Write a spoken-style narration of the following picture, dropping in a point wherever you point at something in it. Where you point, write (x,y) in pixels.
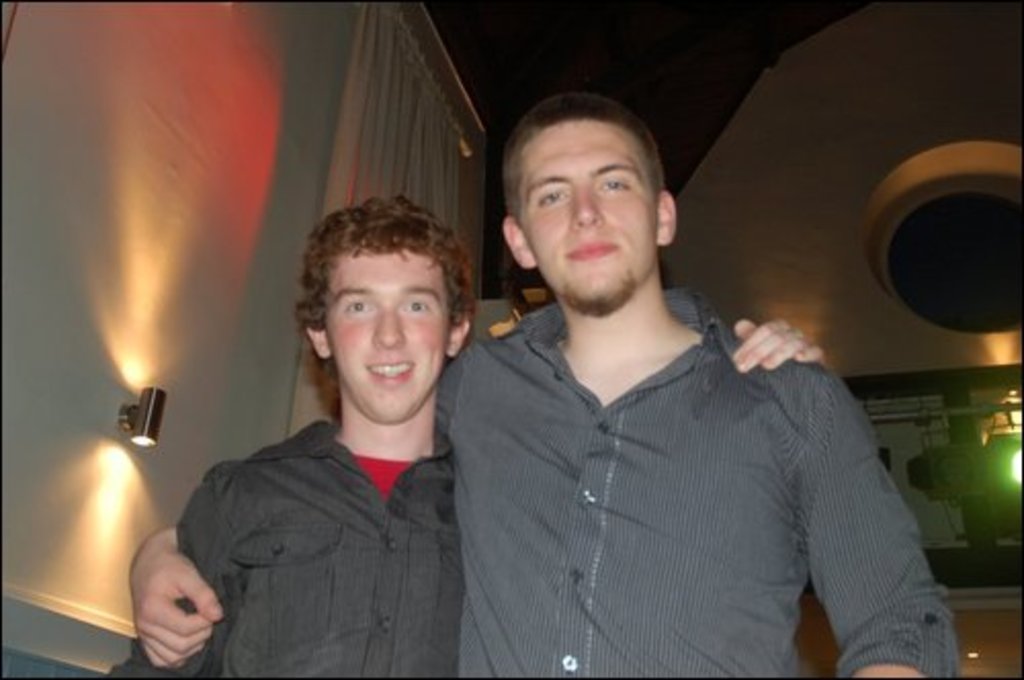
In this picture we can see two men (240,496) smiling. In the background (165,273) we can see the lights (1023,426), walls (148,263), curtain (300,382), some objects (971,419) and it is dark.
